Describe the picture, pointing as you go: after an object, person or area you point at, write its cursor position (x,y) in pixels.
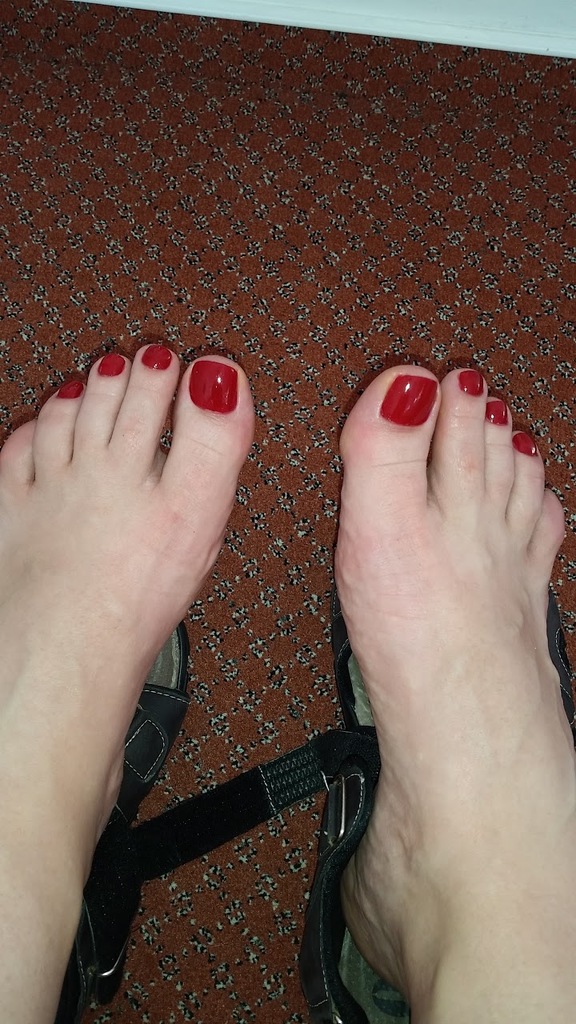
In this image, we can see person feet (461,620) on sandals (137,755).
